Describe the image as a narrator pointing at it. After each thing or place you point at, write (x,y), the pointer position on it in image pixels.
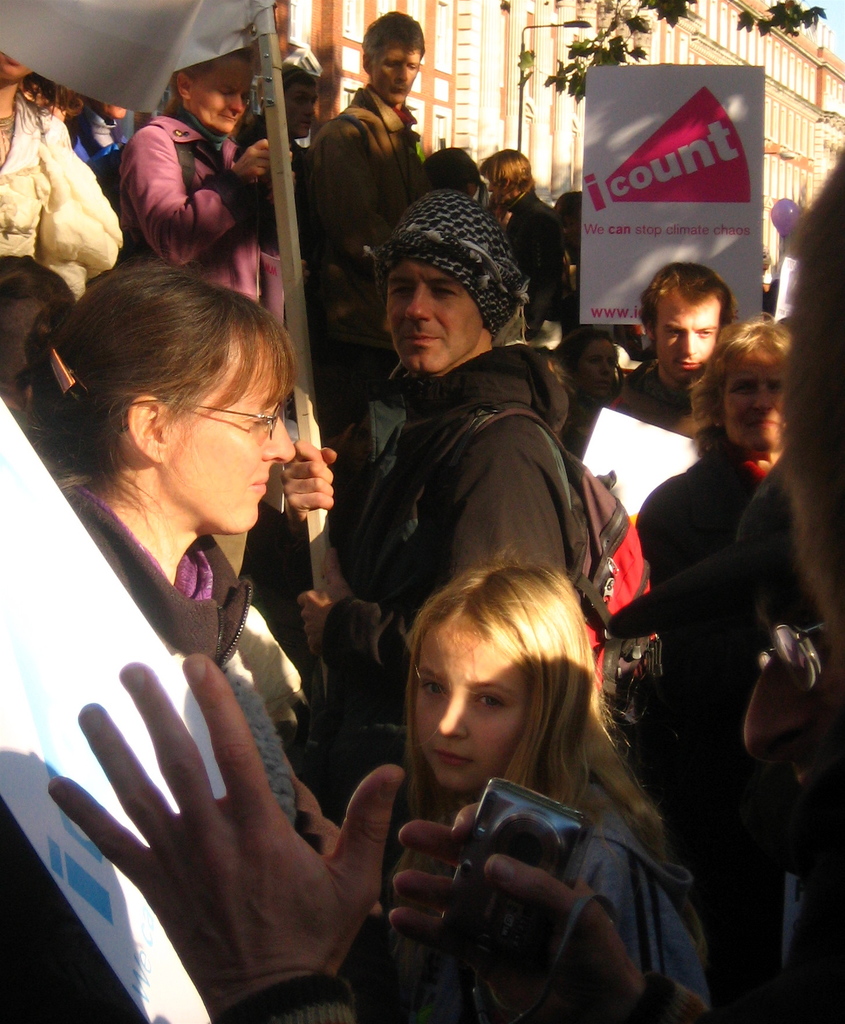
In this image we can see a group of people (815,507). Here we can see the hands (531,887) of a person (439,881) holding the camera (475,878). Here we can see a person (352,461) holding the pole (298,310) in his hands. Here we can see the hoarding (679,201) and a light pole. In the background (471,16), we can see the building (465,1).
